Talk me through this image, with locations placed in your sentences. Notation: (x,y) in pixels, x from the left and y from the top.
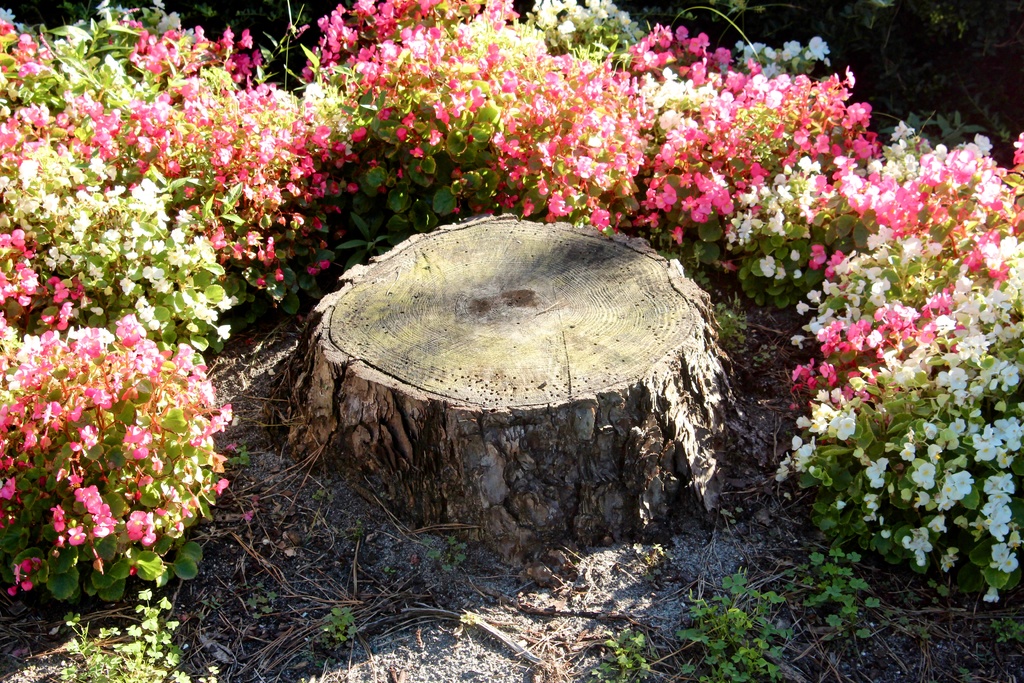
In this image there are some flowers (998,481) and plants (989,458) at the bottom (626,564) there is some dry grass (453,575) and in the center (419,351) there is a tree (429,351).
